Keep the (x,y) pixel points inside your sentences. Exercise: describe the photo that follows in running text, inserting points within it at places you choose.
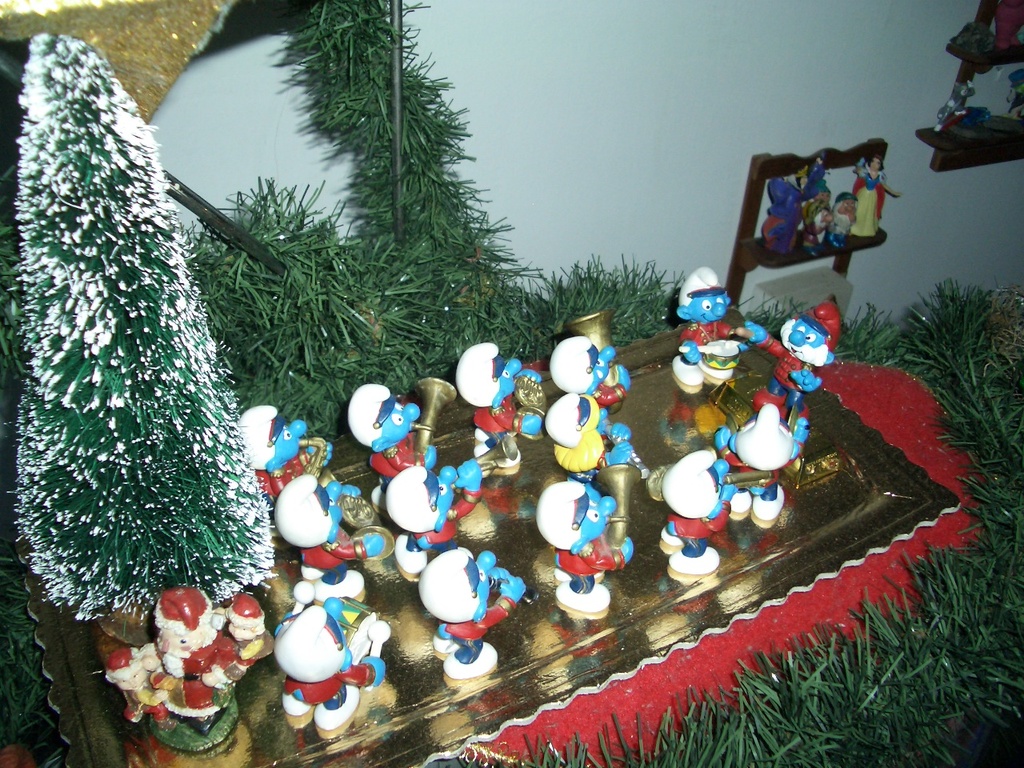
In this picture we can see grass (953,381), toys (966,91) on a platform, trees (40,390) and in the background (509,156) we can see wall (566,158).
